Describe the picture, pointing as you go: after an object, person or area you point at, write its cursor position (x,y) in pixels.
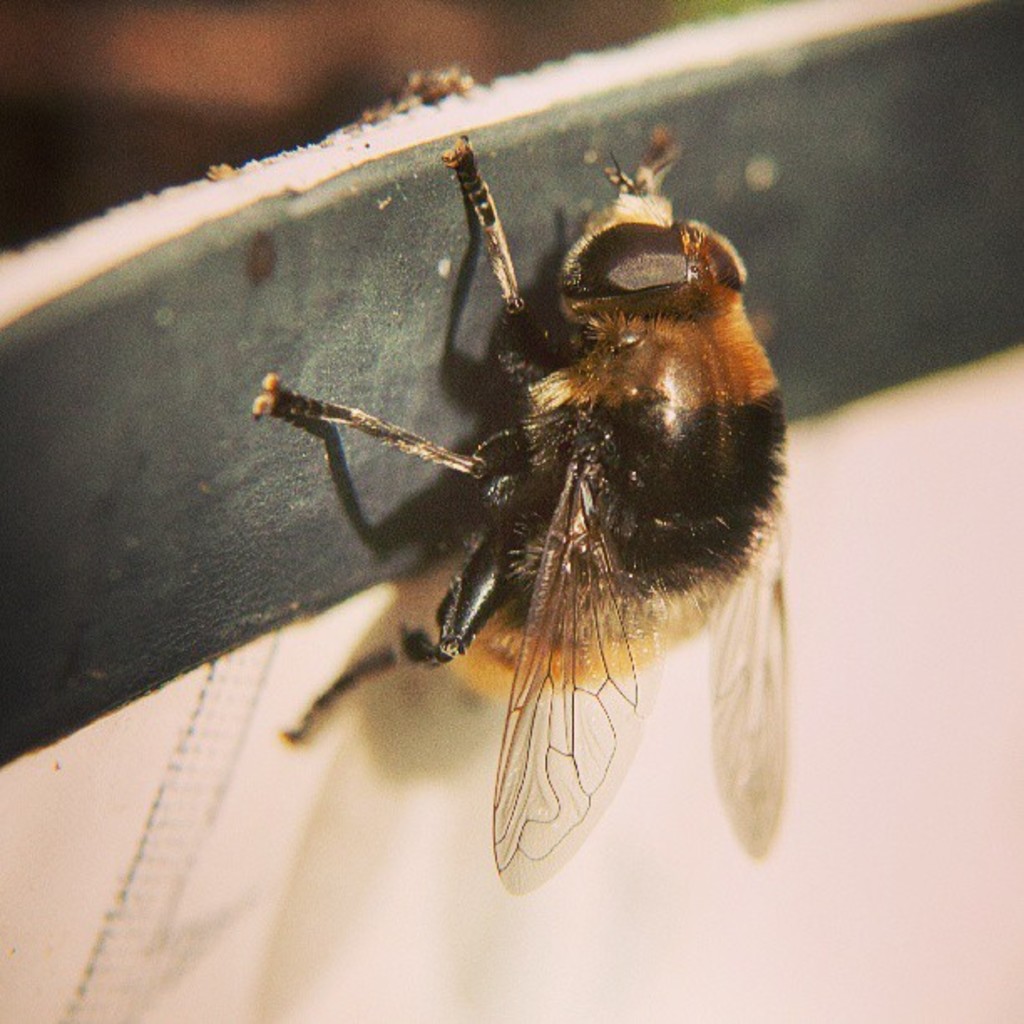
In this image I can see an insect (460,605) and the insect (561,579) is in black and brown color. The insect (374,421) is on the black and white surface (293,555).
